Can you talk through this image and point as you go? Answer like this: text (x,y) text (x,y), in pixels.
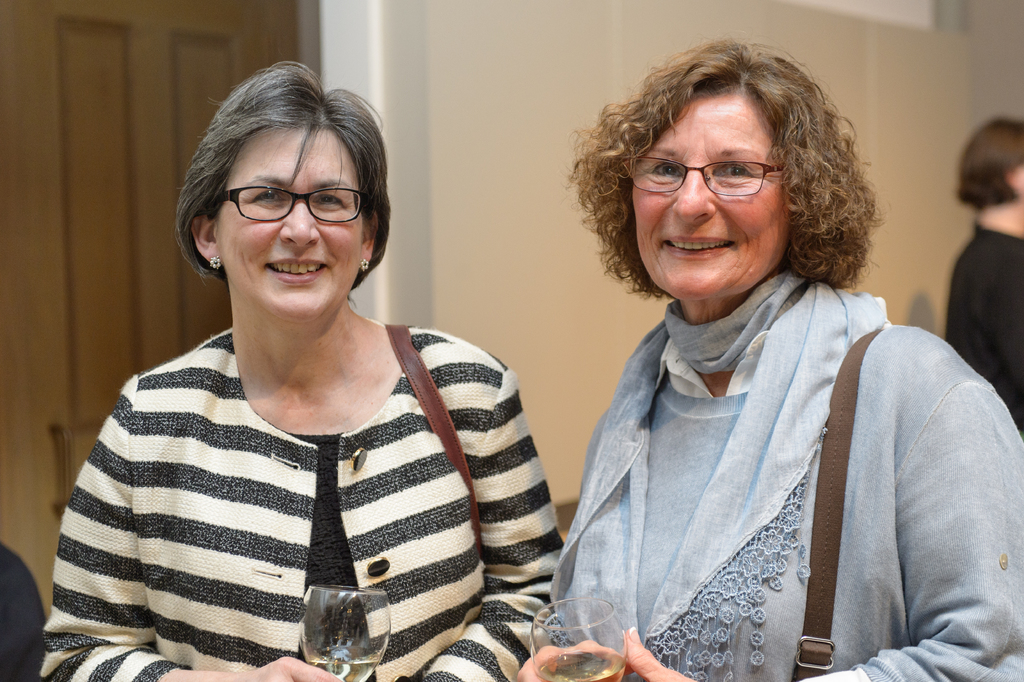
In this image we can see two ladies (607,508) wearing handbags (459,462), holding glasses (599,673) with wine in it, and behind them, there is wall (825,30), and a door (134,89).
